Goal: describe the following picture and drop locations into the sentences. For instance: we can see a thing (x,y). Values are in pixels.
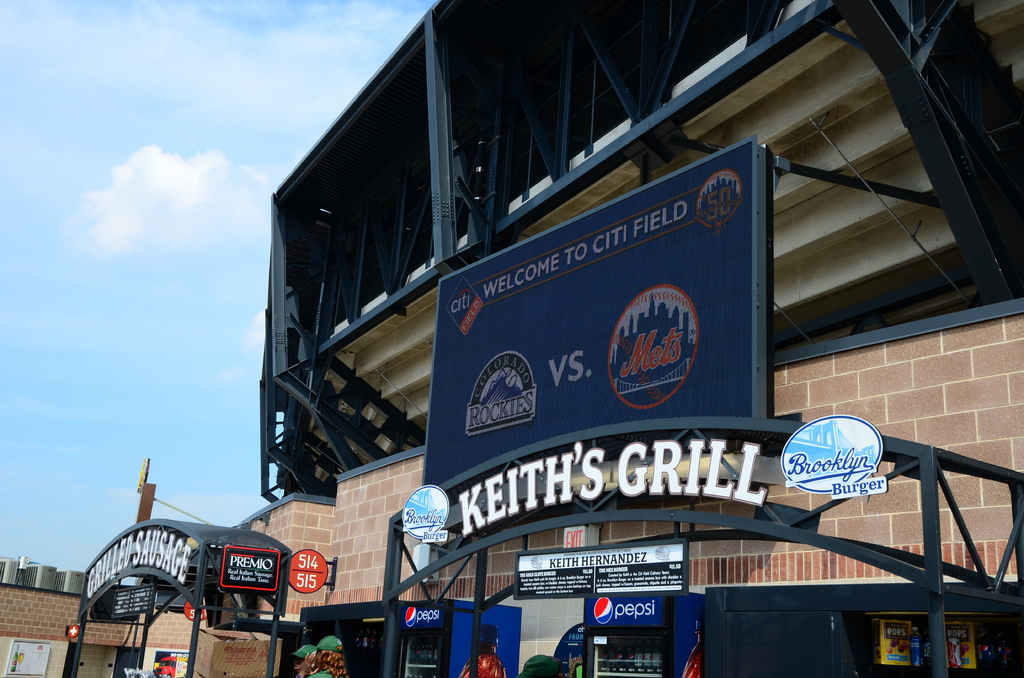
In this image there are buildings (886,256), boards (523,435), poles (925,556) and there is text (550,578) and fridges (612,634) and some people (306,656) and also there are some objects (962,642). At the top (266,141) there is sky (196,249).
